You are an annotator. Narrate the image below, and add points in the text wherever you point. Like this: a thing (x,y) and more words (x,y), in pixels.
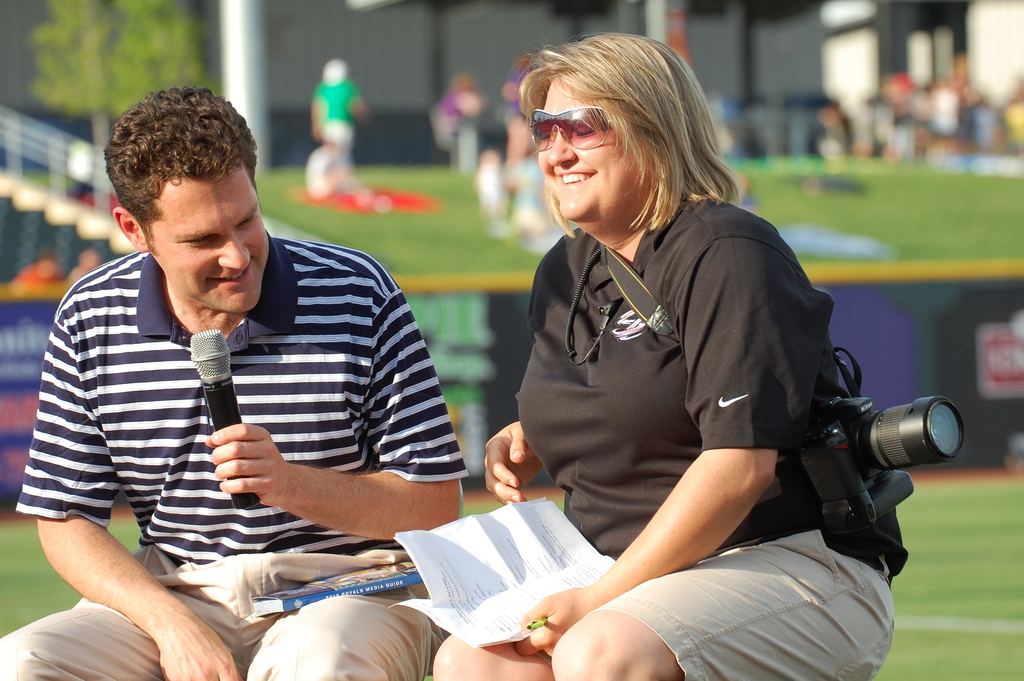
In this image I can see two persons (220,473) are sitting. I can see the camera (855,428). In the background (450,203), I can see the grass (848,196) and some people (456,103).
